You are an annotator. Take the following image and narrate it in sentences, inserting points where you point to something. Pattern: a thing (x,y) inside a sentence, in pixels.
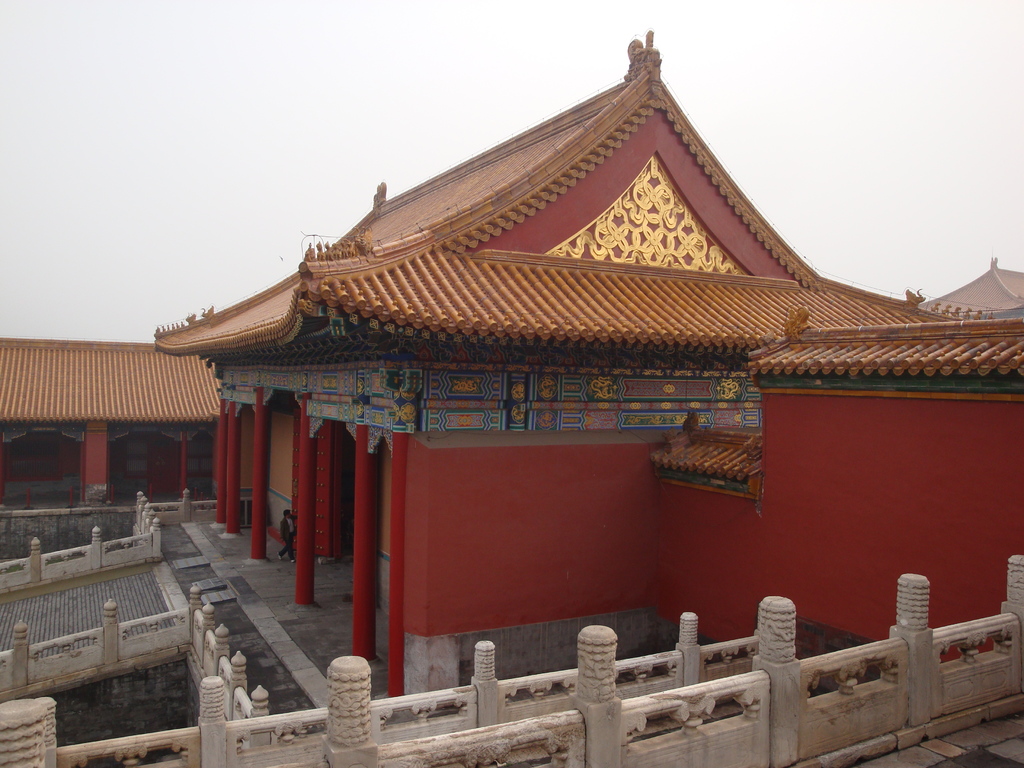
In this image we can see the building (293,485) which looks like a palace (467,445) and there is a person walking and we can see the compound wall (86,739) around the palace (683,422). At the top (91,115) we can see the sky (20,300).
